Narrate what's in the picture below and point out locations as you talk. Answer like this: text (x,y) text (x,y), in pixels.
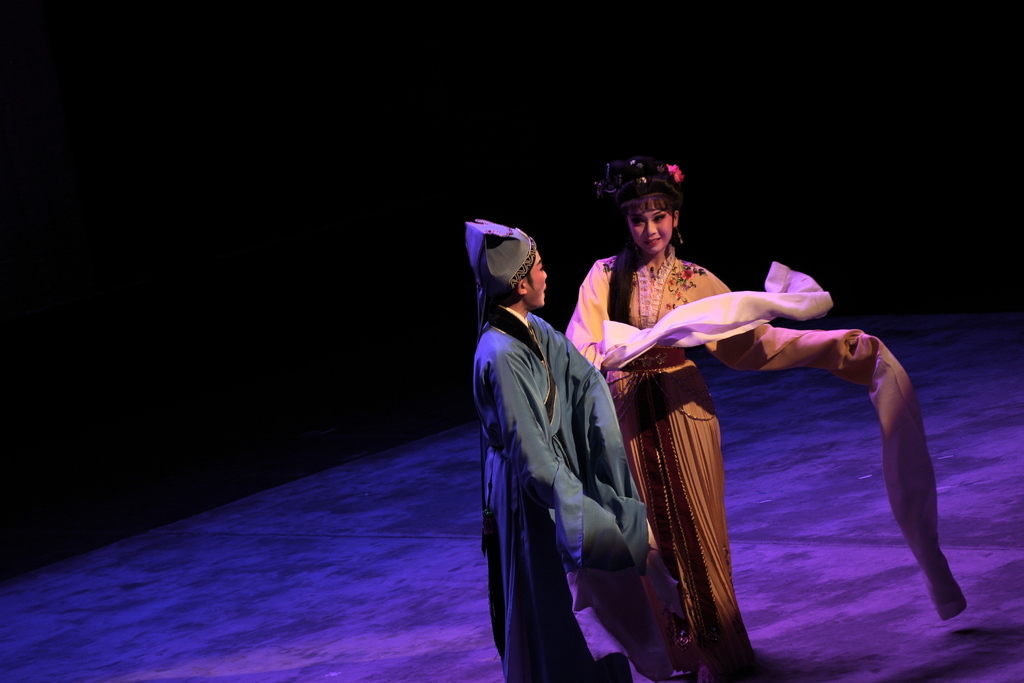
This image is taken indoors. In this image the background (366,289) is black in color. At the bottom of the image (269,637) there is a dais (307,534). In the middle of the image (667,377) a man (545,384) and a woman (647,458) are standing on the dais (869,429) and a woman (623,360) is holding a cloth (716,325) in her hands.
